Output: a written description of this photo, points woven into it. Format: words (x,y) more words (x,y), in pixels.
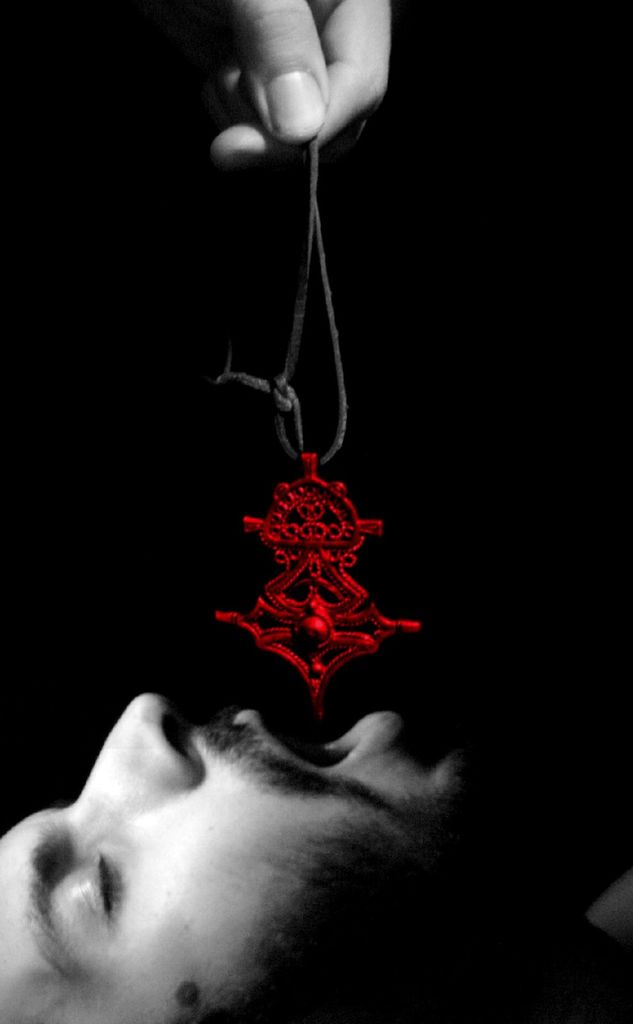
This is an edited image. At the bottom of the image (340,887) we can see a man mouth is open. At the top of the image (306,76) we can see a person hand (293,78) and holding a thread (299,300) with pendant (324,563). In the background (230,601), the image is dark.
